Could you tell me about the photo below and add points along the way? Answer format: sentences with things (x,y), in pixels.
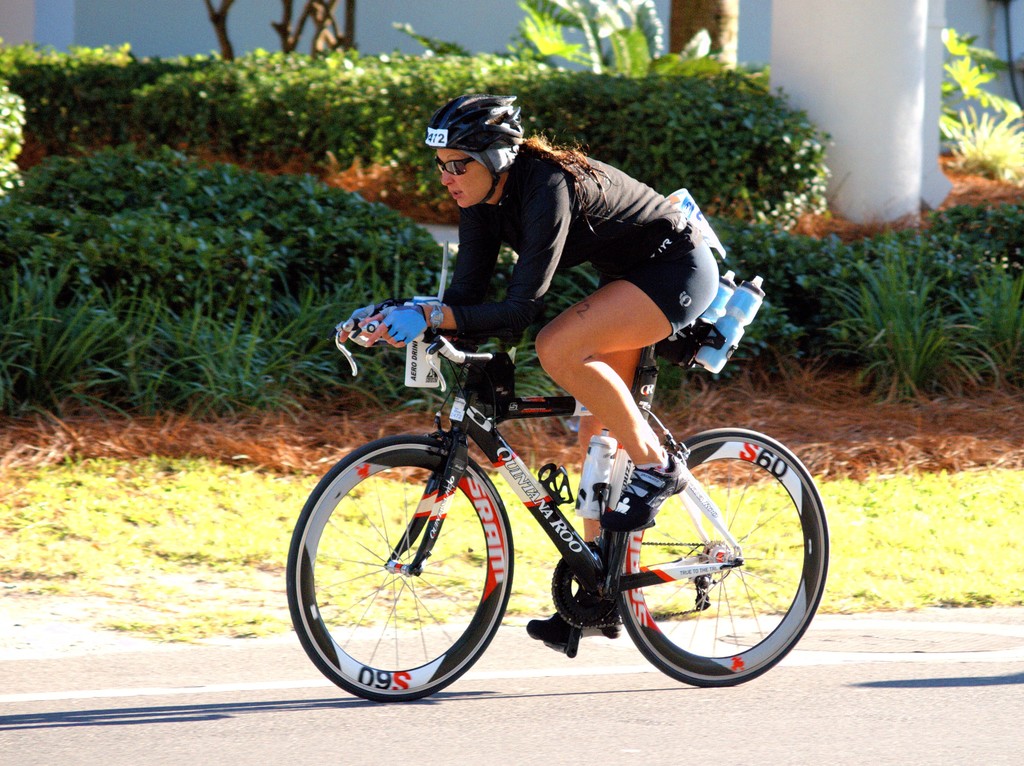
In this picture we can see a woman (637,449) wore a helmet (492,139), goggles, shoes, gloves (415,334) and riding a bicycle (340,492) on the road (484,751) and in the background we can see trees (384,135).
